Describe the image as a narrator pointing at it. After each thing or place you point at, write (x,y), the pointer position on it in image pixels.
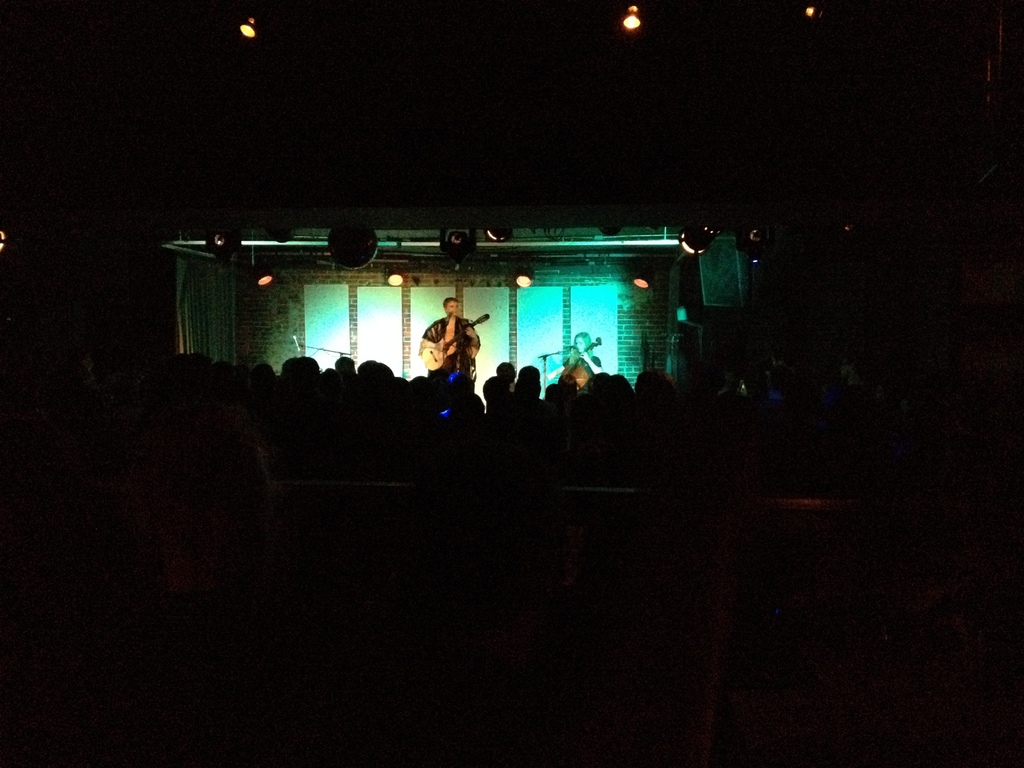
In this image we can see the dark picture of persons (421,394) and the other person (447,337) standing and holding a guitar (444,351). And at the back (428,289) we can see the lights (488,235) and boards (318,300) attached to the wall (425,269).
